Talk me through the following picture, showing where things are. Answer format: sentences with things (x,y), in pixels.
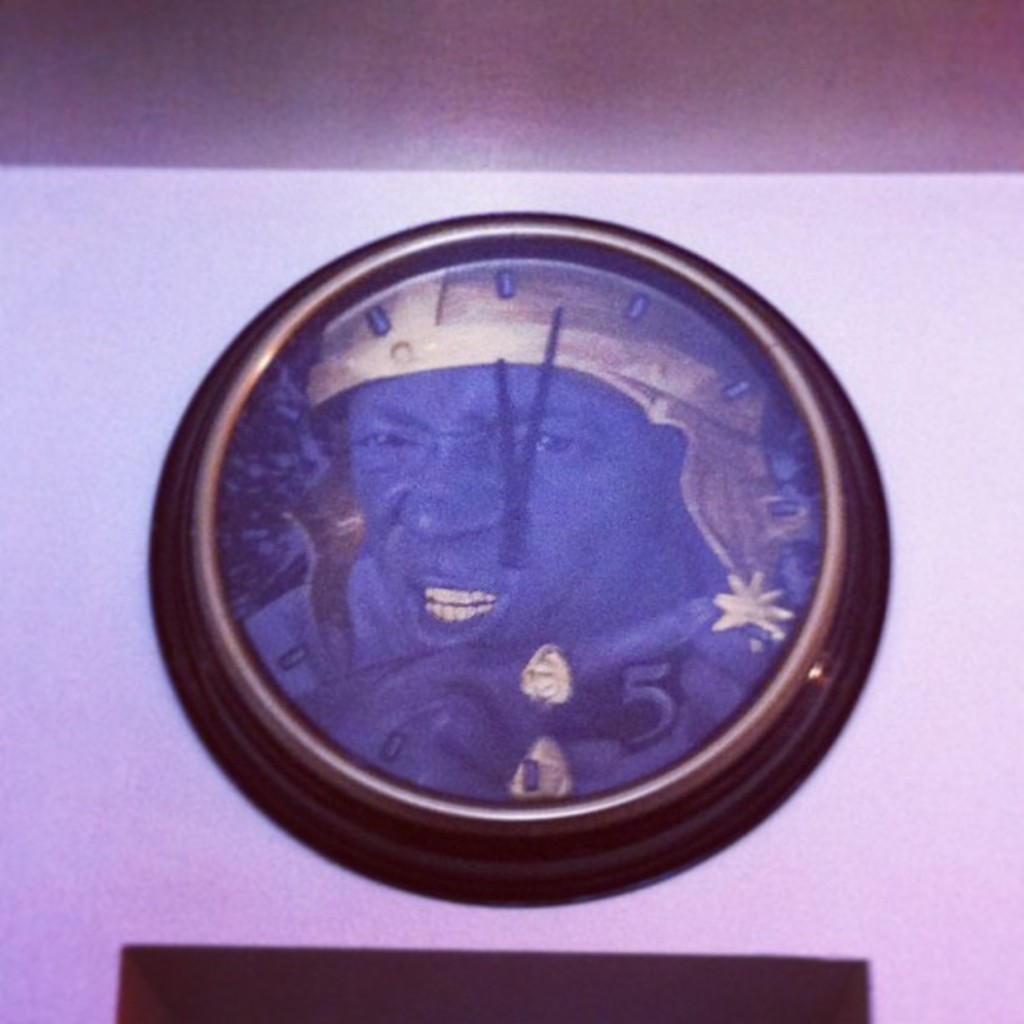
In this image we can see a clock (449,507) attached to the wall (17,482).
